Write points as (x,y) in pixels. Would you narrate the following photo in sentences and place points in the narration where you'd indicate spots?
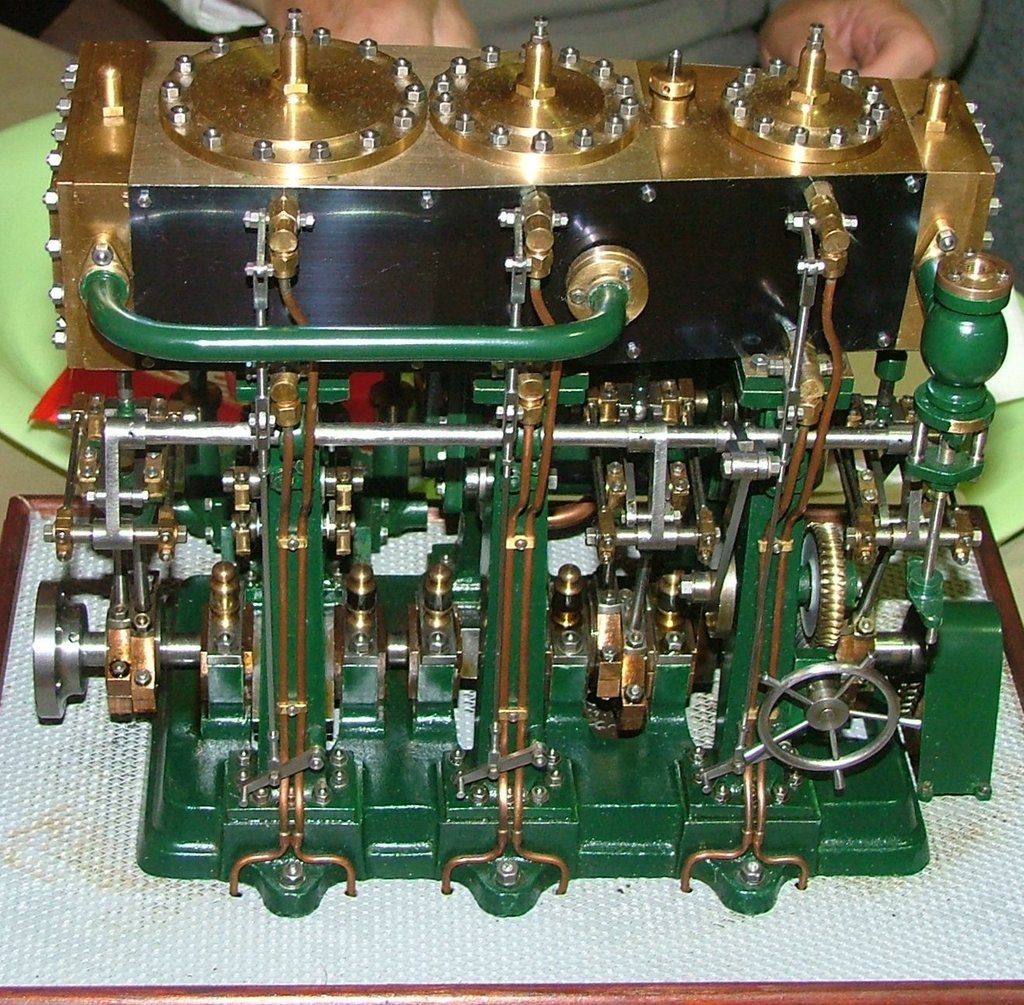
In this image we can see a person (402,17) is standing, in front (733,125) there is a machine (486,576) on a white surface (99,883).
